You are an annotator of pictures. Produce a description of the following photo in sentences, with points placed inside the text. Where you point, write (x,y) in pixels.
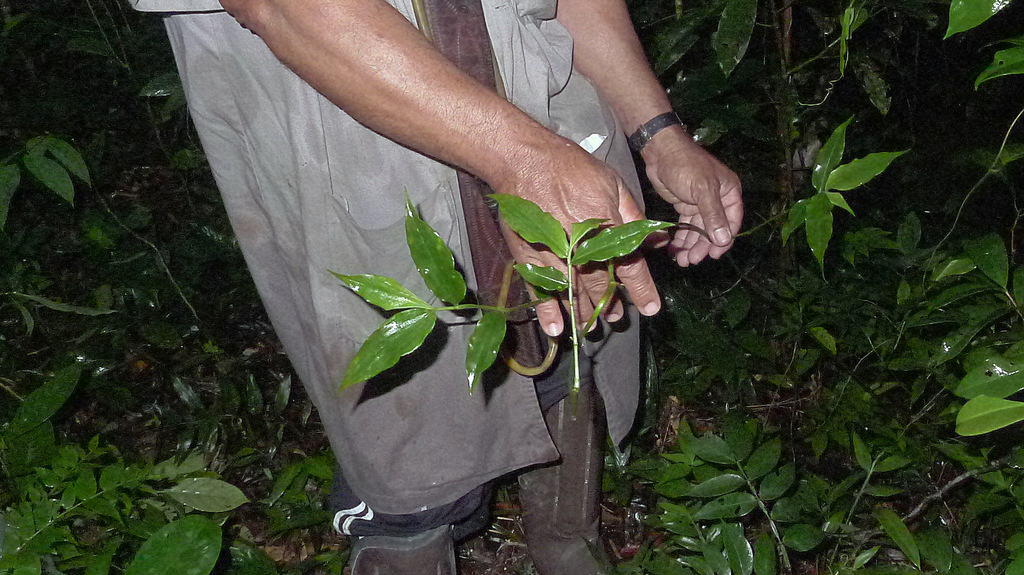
This is the picture of a place where we have a person (543,336) holding the stem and around there are some plants (45,171).
